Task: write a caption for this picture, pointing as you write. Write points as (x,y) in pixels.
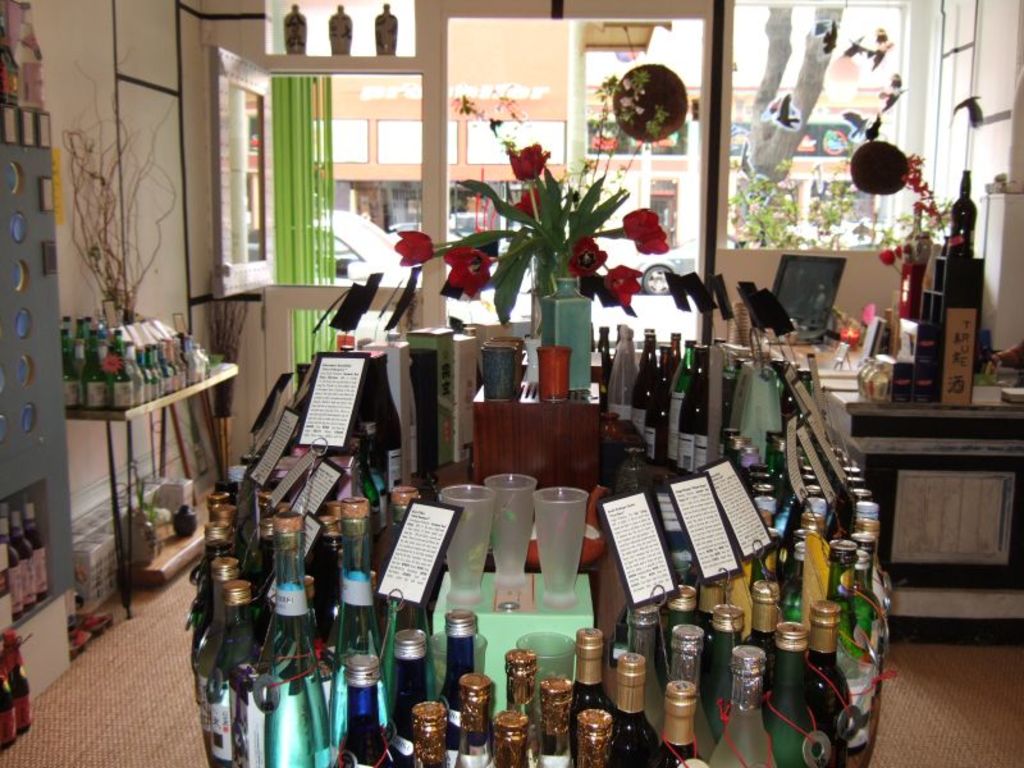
Here we see a bunch of bottles (671,458) and a flower vase (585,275) and a table (905,406) on the table (826,350) we see a monitor (782,300).
